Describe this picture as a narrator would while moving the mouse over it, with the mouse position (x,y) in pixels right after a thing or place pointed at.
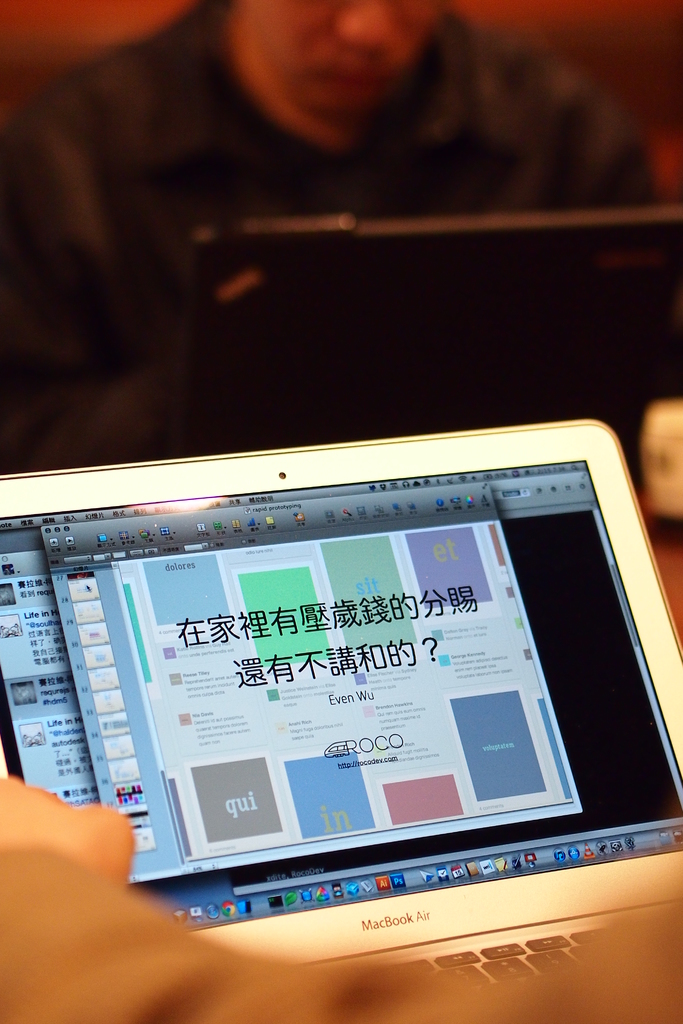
Here we can see a laptop screen (378,789) and keyboard (497,959) with keys (500,959). At the bottom (21,950), there is a human hand (225,975). Background (329,261) we can see a person (7,402) and laptop (475,330).
